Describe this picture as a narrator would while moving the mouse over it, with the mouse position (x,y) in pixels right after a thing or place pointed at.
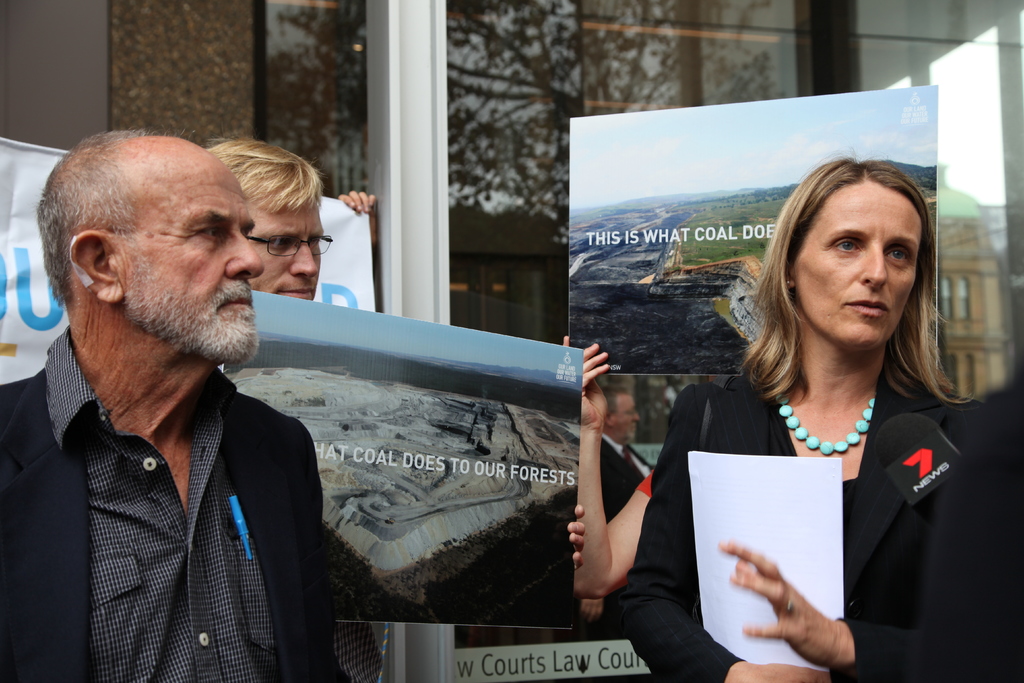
There is a lady (832,185) on the right side of the image (813,435), by holding a paper (838,571) in her hand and there is a man (175,318) on the left side (50,479), there are people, by holding posters (453,349) in their hands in the background area (295,226), it seems to be there are glass windows (561,122) in the background area (563,129).
